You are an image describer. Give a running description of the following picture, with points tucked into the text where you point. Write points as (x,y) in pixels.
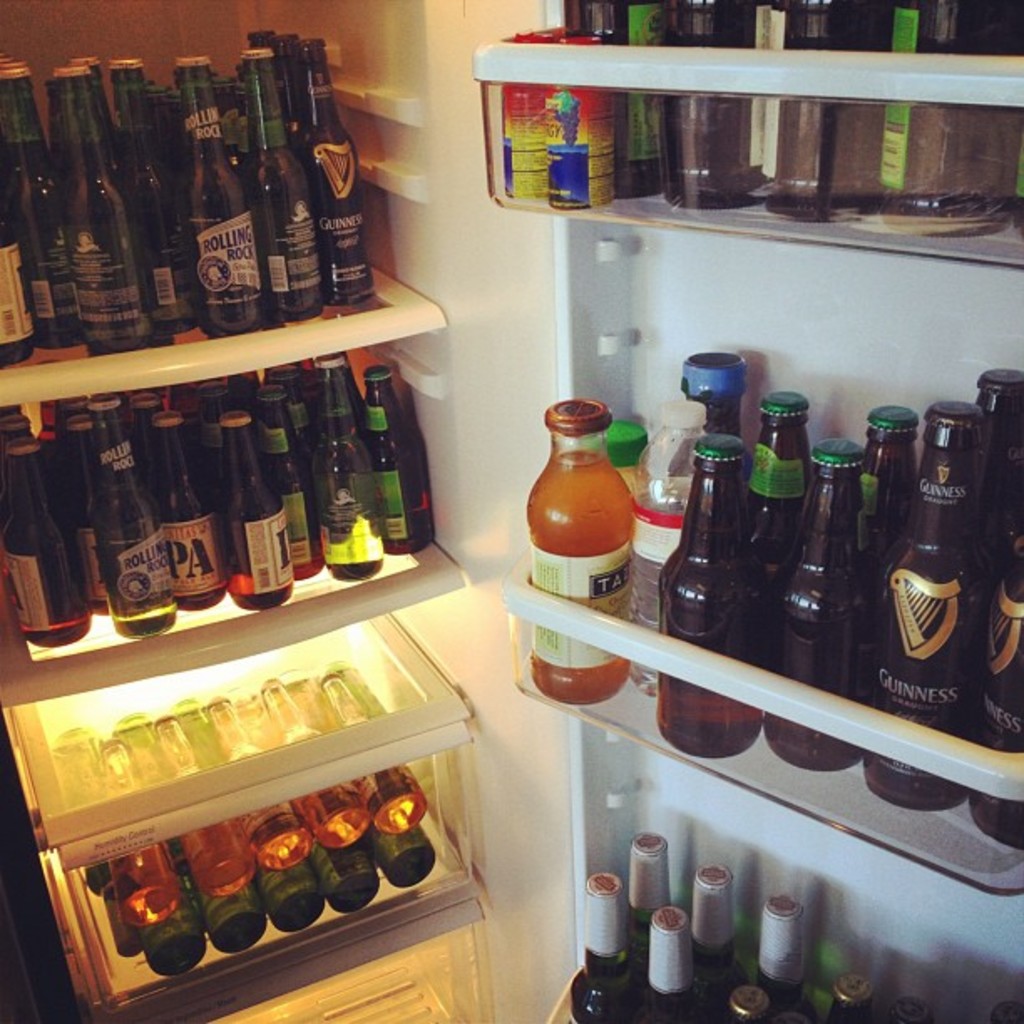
This is a picture of a fridge (220,356) in which there are some bottles (324,493) placed in the different shelves (393,630).
